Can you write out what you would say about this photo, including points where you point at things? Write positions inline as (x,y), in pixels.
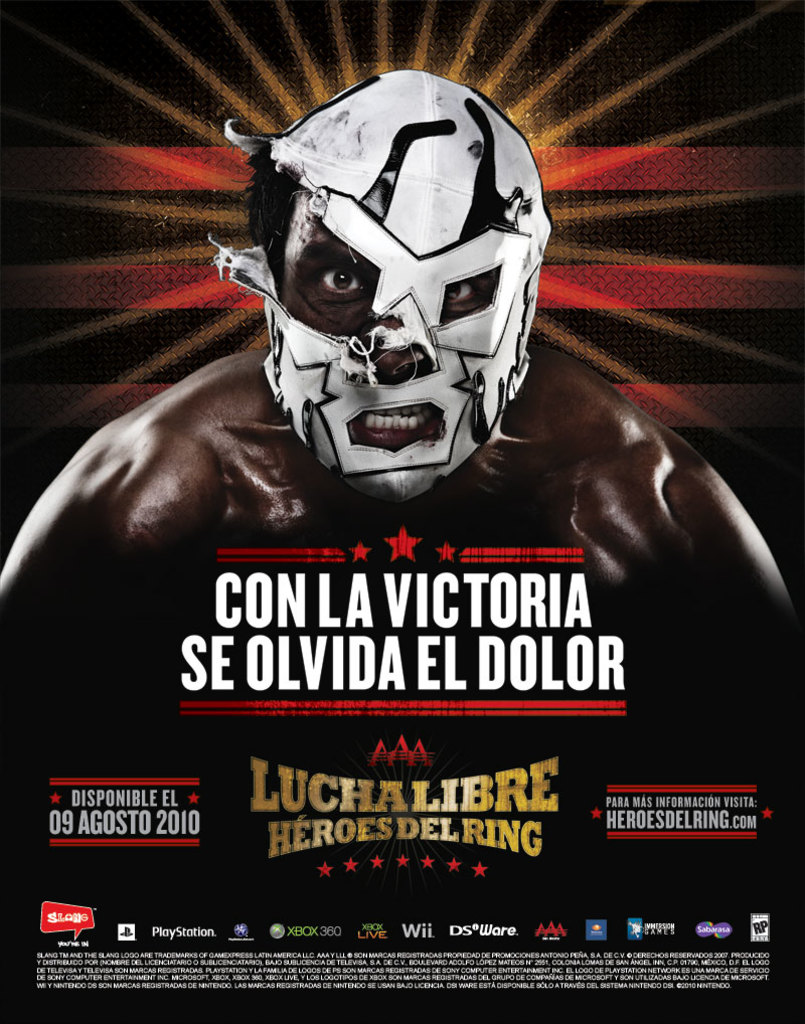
In this image we can see an advertisement (272,267). In the center of the image (360,434) there is a person (390,434) wearing mask (424,402). At the bottom (366,833) we can see text (532,854).
